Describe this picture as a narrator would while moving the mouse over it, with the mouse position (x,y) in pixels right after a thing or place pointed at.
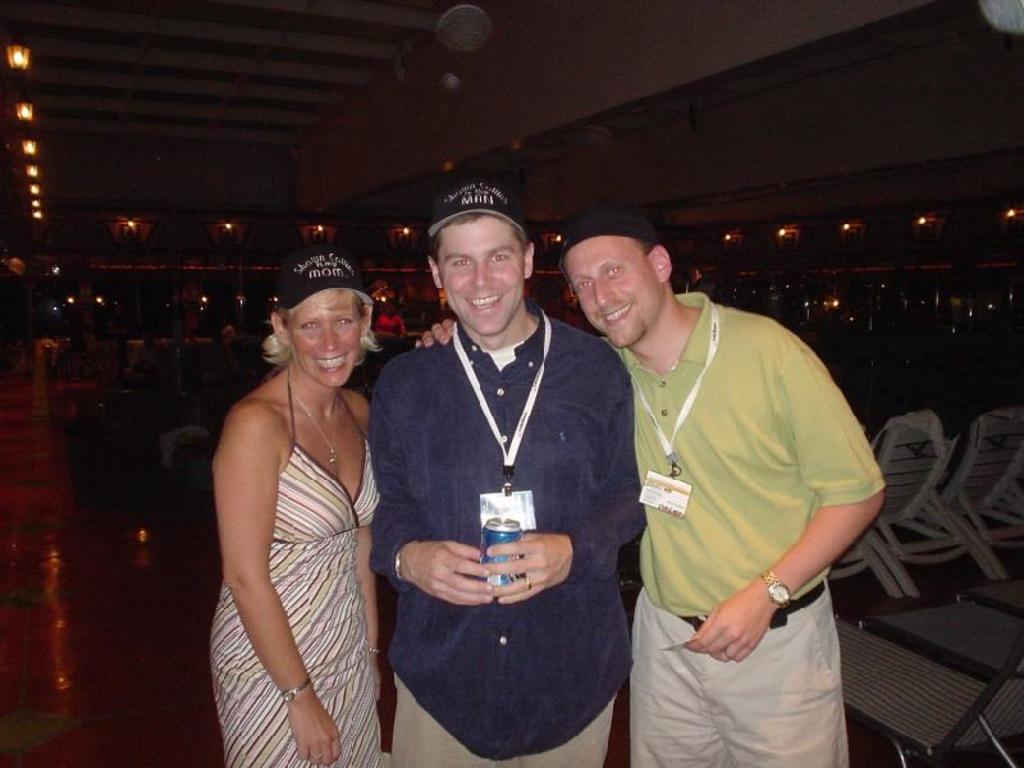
In this picture we can see three people (266,629) wore caps (345,254) and standing and smiling and a man (554,568) holding a tin (505,533) with his hands (514,595) and two people (468,605) wore id cards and in the background (163,412) we can see the lights (930,223), chairs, some people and some objects (88,444).
